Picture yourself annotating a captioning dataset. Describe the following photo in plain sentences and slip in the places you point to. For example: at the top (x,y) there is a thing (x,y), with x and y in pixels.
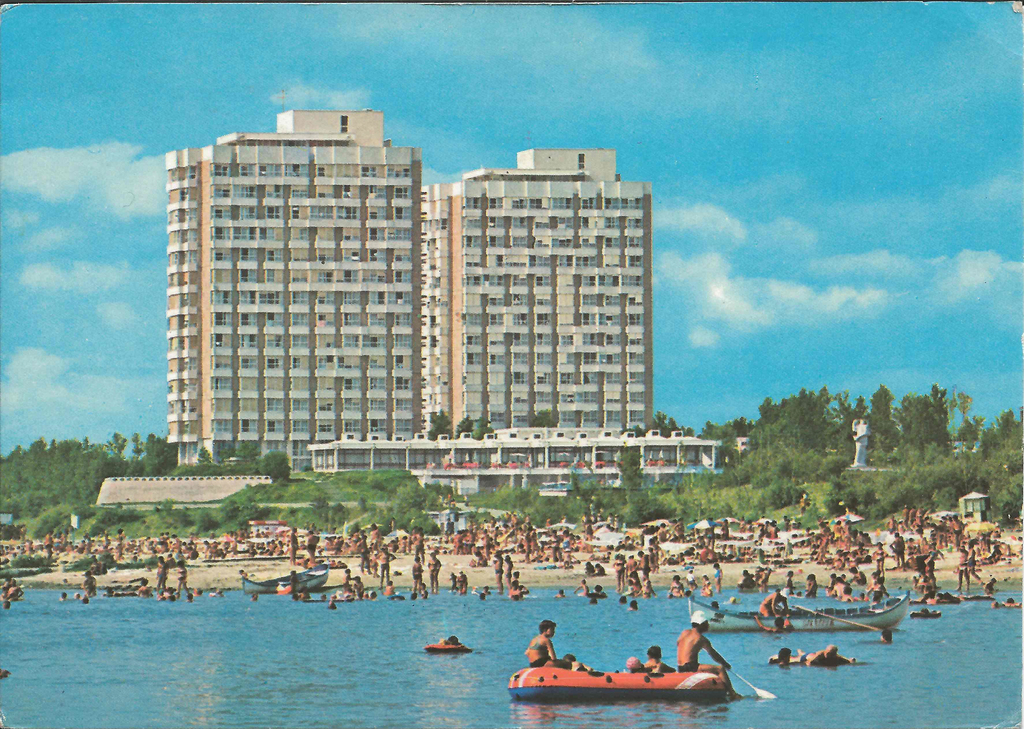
In this picture there is a building (263,339). Here we can see many trees (777,499) and a statue (864,438). On the bottom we can see some peoples (635,669) are sitting on the boat (639,684). Here we can see many persons (510,530) who are standing on the beach (1014,576). Here we can see some people (520,591) doing swimming. On the top (945,152) we can see sky (870,167) and clouds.
